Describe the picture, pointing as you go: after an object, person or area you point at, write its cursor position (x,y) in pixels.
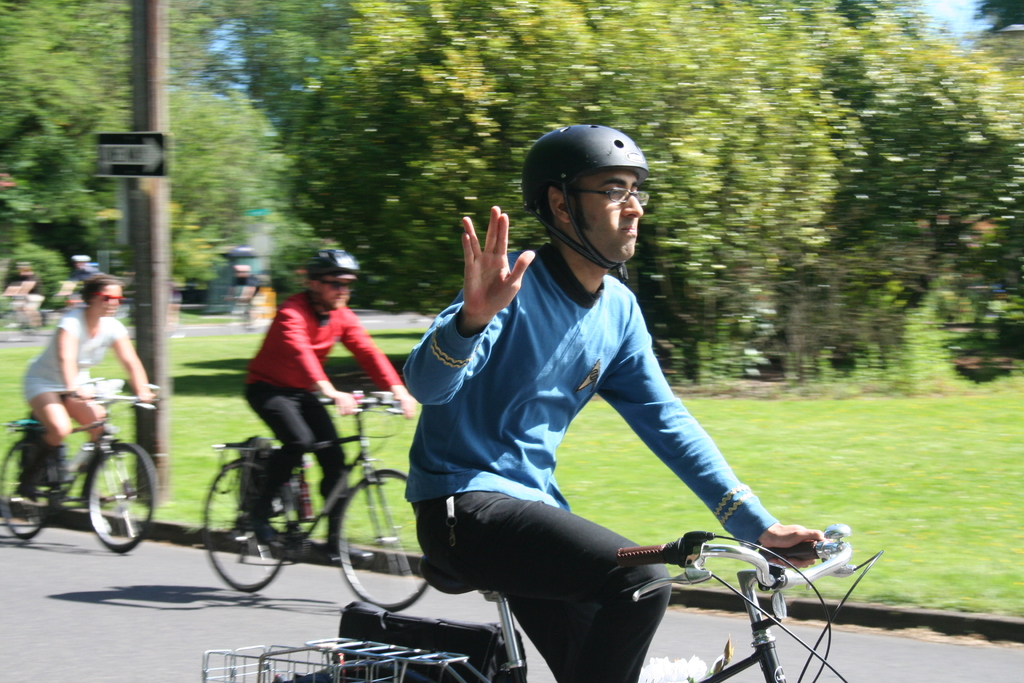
On the background (978,108) we can see trees (994,58) and partial part of a sky (962,15). Here we can see persons (331,385) riding bicycle (282,673) on the road (255,597). This is a fresh green grass (889,419).
